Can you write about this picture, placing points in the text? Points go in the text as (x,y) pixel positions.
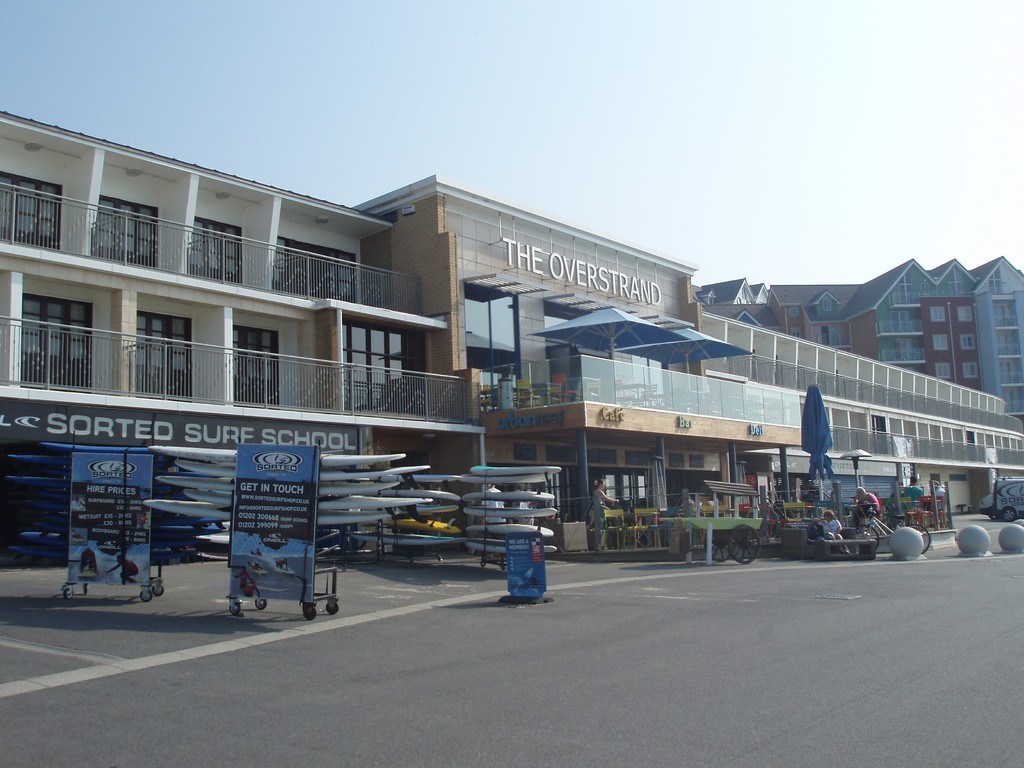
In this image I can see few banners (277,533) to which wheels (309,616) are attached on the road (273,610), few surfboards (360,507) which are white in color and few buildings (413,443). I can see few persons (837,534) standing, the road (688,682) and few blue colored tents (615,313). In the background (863,128) I can see the sky (658,30), and to the right side of the image (1004,503) I can see the vehicle (1023,485) on the road (1003,521).
